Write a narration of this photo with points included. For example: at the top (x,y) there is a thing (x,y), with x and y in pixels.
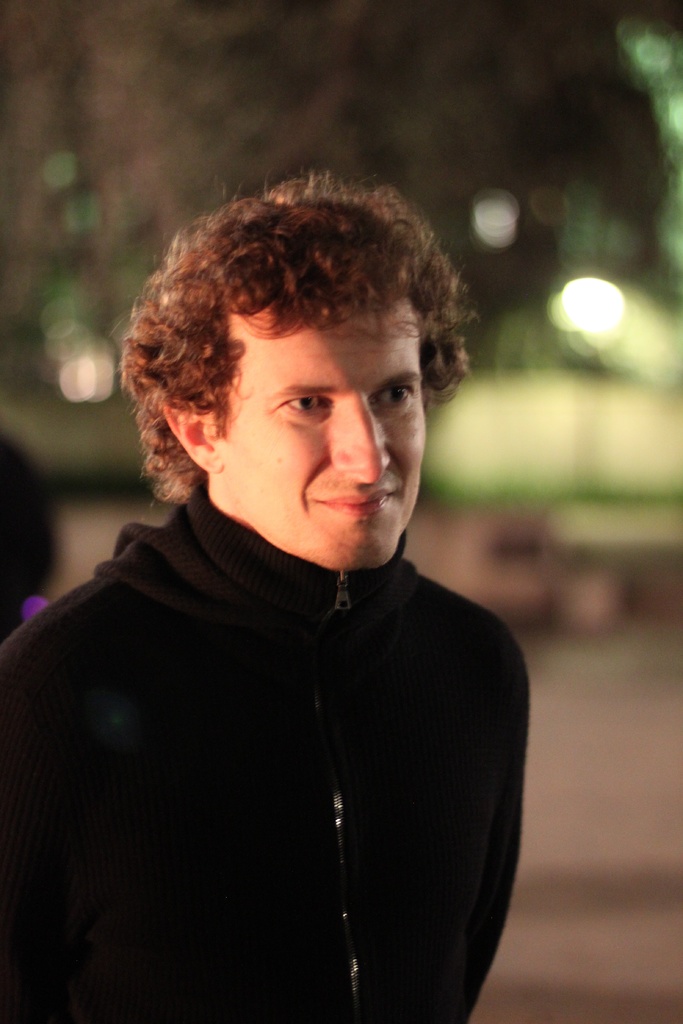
In this picture I can see a man (433,706) in the middle (330,614), he is wearing the sweater (315,810).
